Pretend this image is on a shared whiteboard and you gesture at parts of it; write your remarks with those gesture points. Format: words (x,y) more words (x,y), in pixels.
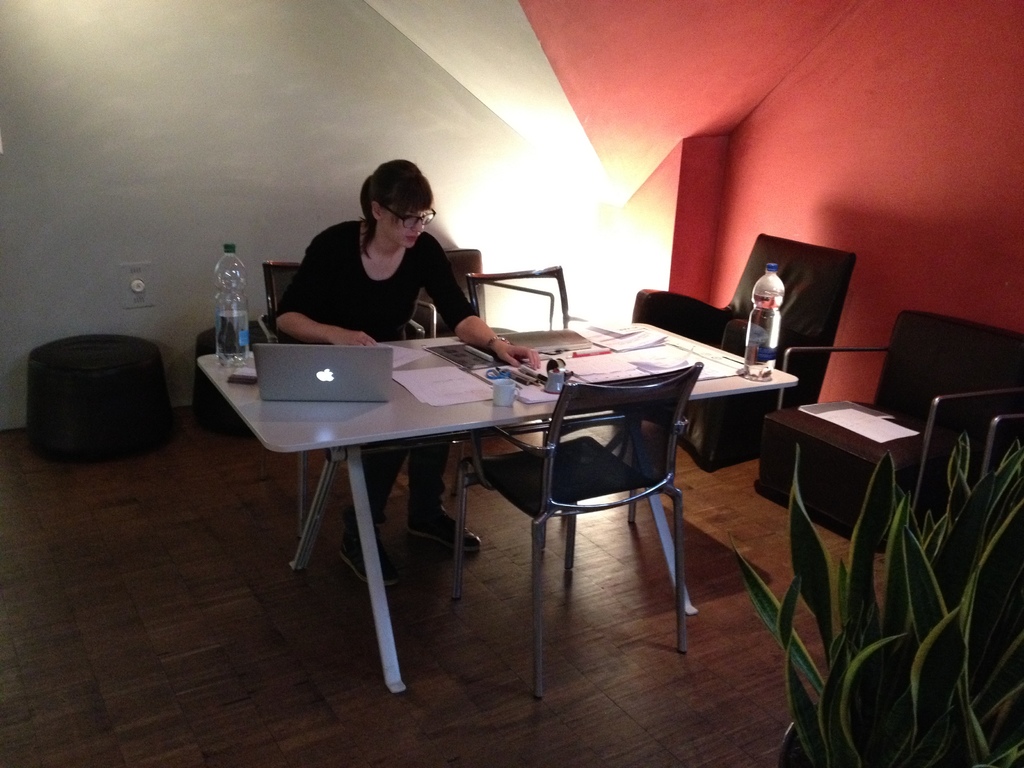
in the picture there is woman (345,269) sitting in front of the table (324,420) and working on papers (449,389), on the table (315,432) there are many items (466,398).
